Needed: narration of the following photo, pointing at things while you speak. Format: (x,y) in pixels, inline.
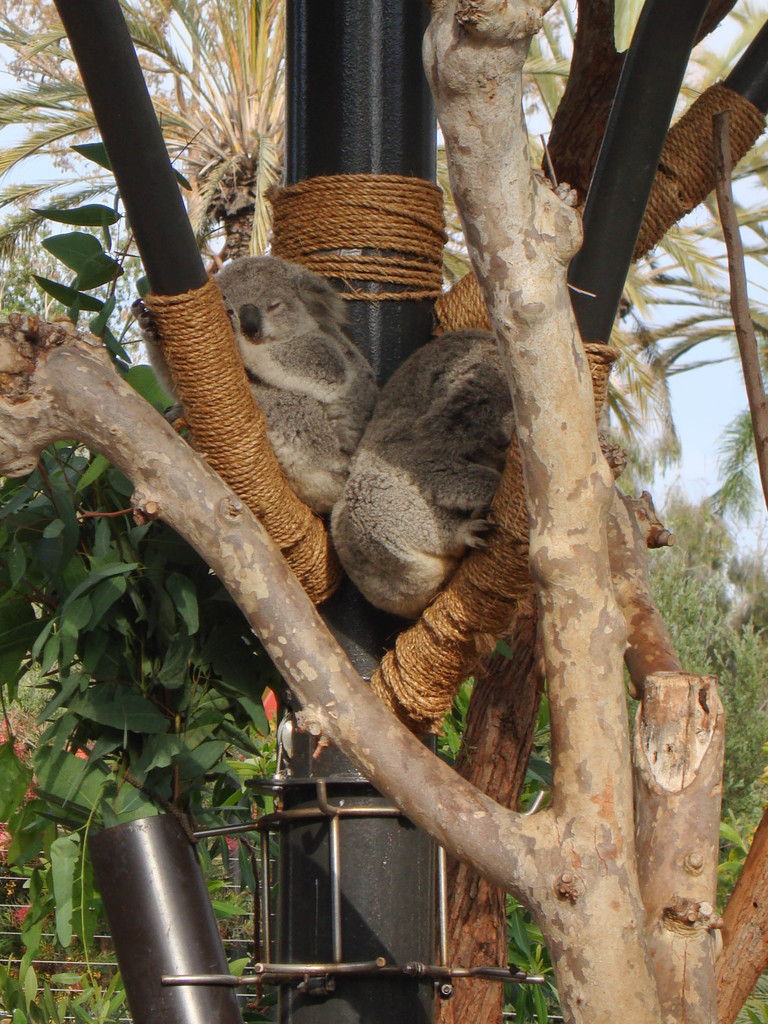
This is outdoor picture. in front of the picture we can see a tree (611,957). There are black pipes (385,145), these are the ropes (356,229) which are tied to the pipes (237,413) and we can see animal (336,409) sleeping on these pipes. On the background of the picture (650,395) we can see other tree (277,80) and we are able to see a clear sky (711,419).
